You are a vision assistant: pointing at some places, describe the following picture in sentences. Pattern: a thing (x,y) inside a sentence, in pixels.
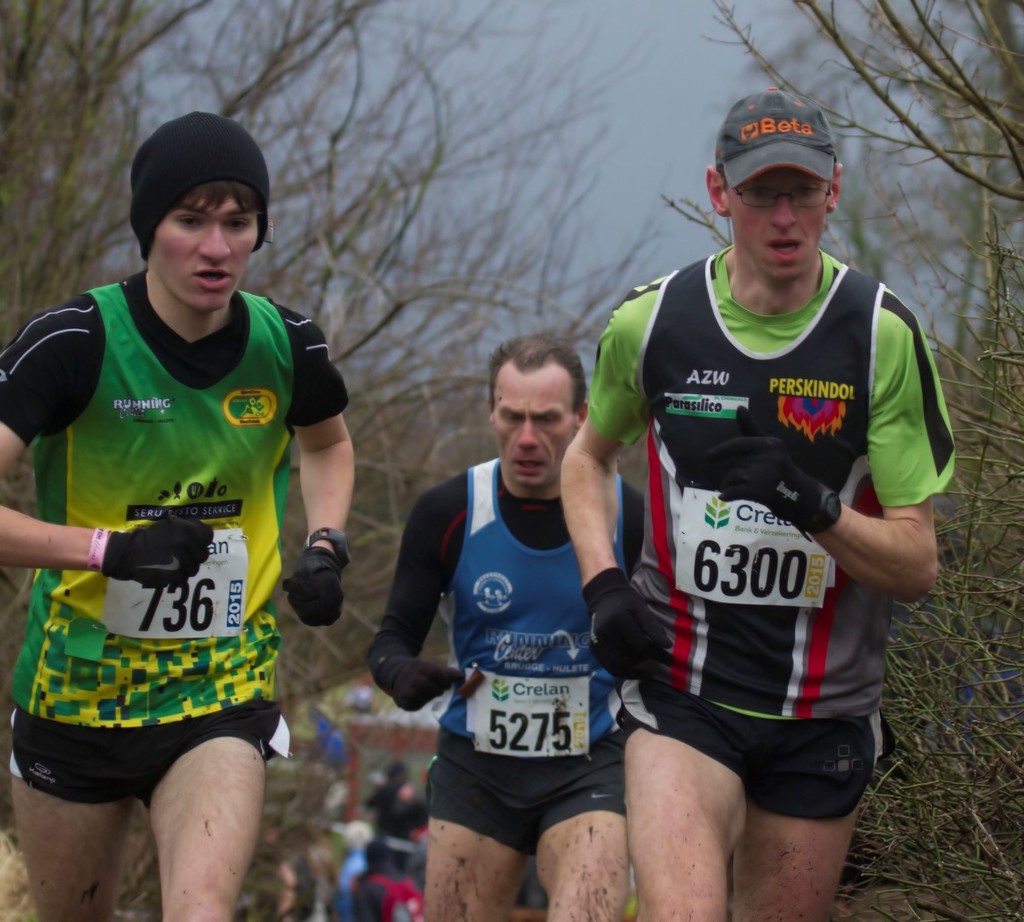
In this picture I can see 3 men (312,354) in front (502,794) and I see that 3 of them are wearing t-shirts (539,594) and shorts (589,765) and I can see the papers (735,552) on their tops (653,534), on which there are words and numbers (209,608) written and I can see the caps (220,151) on the men (779,187), who are in the front (563,462). In the background (26,68) I can see the trees (860,180), few people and the sky (540,163).
